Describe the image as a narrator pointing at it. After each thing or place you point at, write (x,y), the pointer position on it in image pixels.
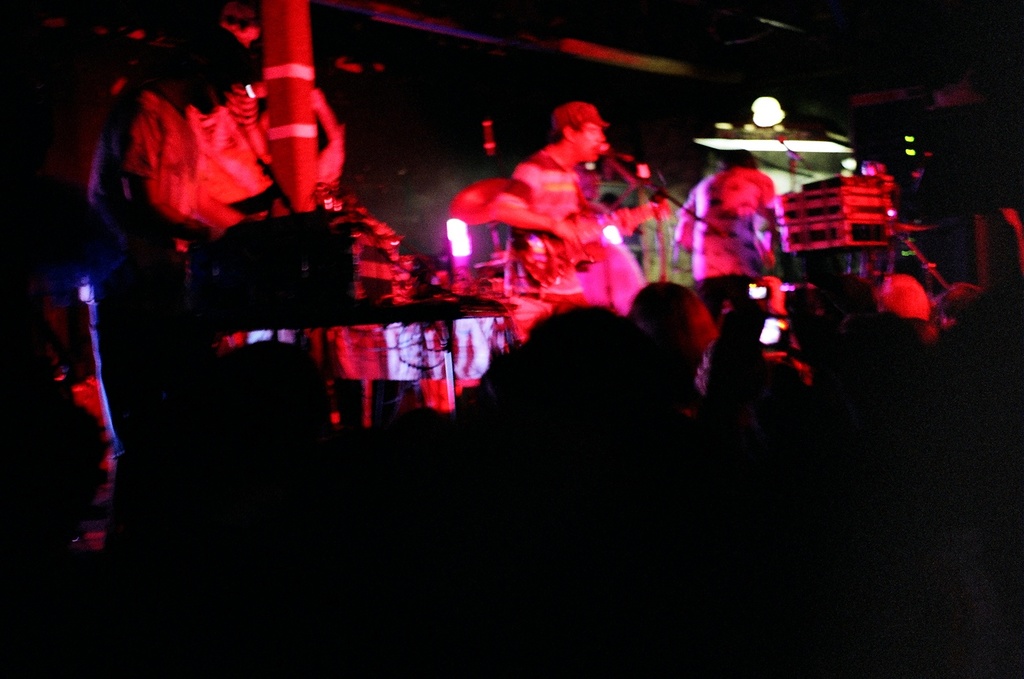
The picture is taken in a live concert. At the bottom (422,477) it is dark and few people (705,372) are standing. In the center of the picture (545,230) there are people (702,214) on the stage (538,244). In the center (564,236) there is a person (565,216) playing guitar (591,225) and singing into a microphone (605,154). On the right (756,243) there is a person (764,203) playing guitar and there are mics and music control systems (818,223). On the left (180,190) there is a person (161,228) controlling music control systems (255,221). At the top (360,59) it is dark.
